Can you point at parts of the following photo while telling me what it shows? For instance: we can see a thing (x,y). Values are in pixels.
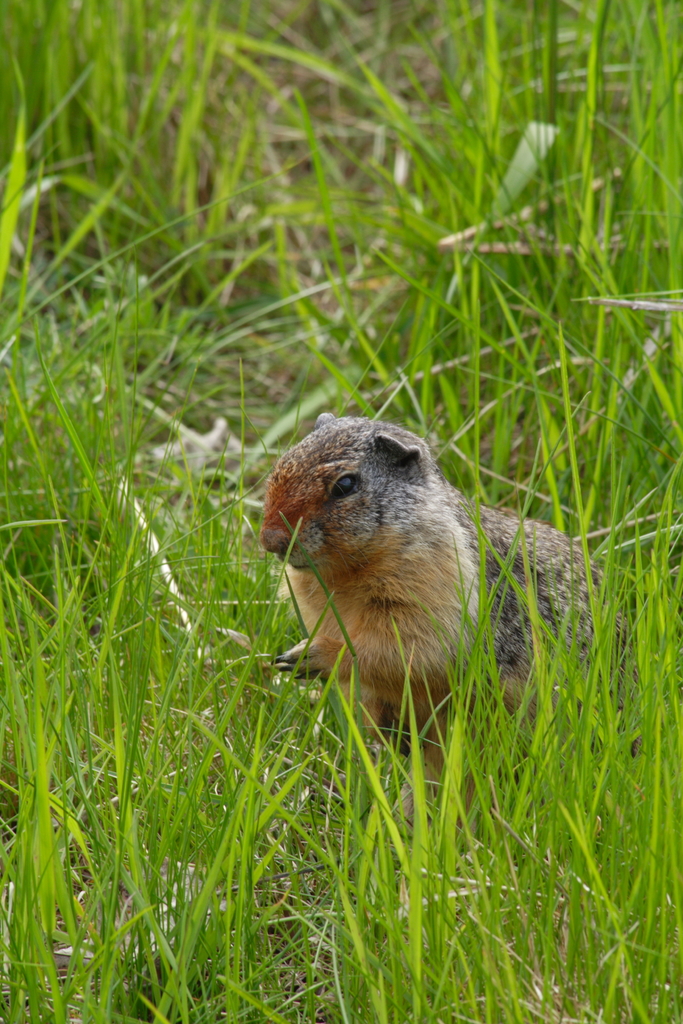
In this image I can see an animal (336,537) which is brown, grey and black in color is standing on the ground (548,761). I can see some grass (379,844) which is green in color.
